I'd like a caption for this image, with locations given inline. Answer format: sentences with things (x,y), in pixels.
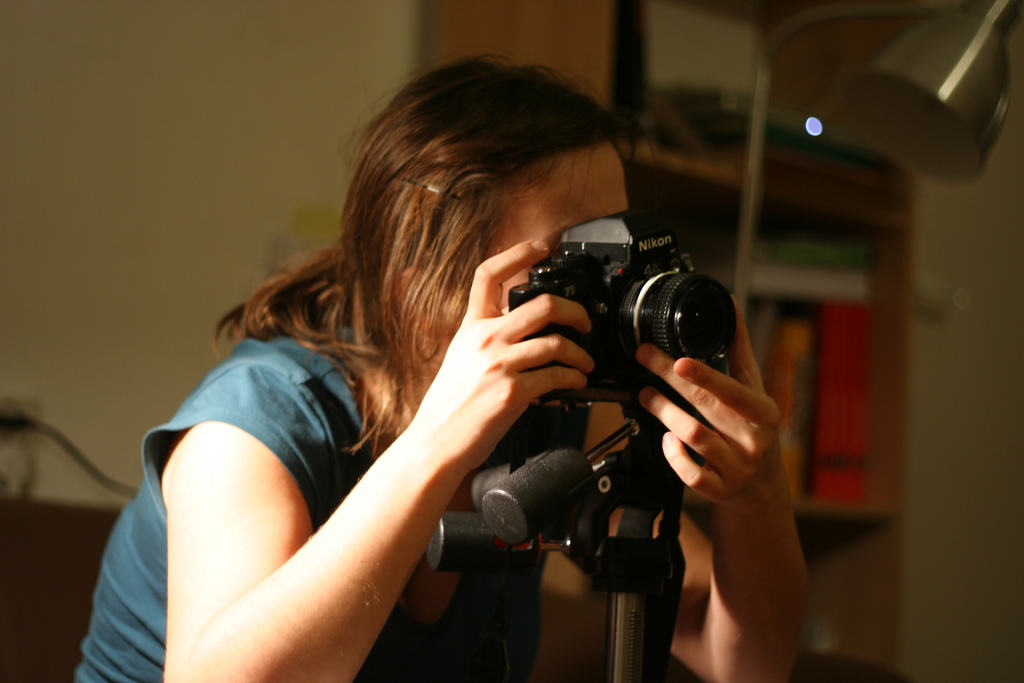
in the picture there is a woman (530,334) holding a camera (652,312).
